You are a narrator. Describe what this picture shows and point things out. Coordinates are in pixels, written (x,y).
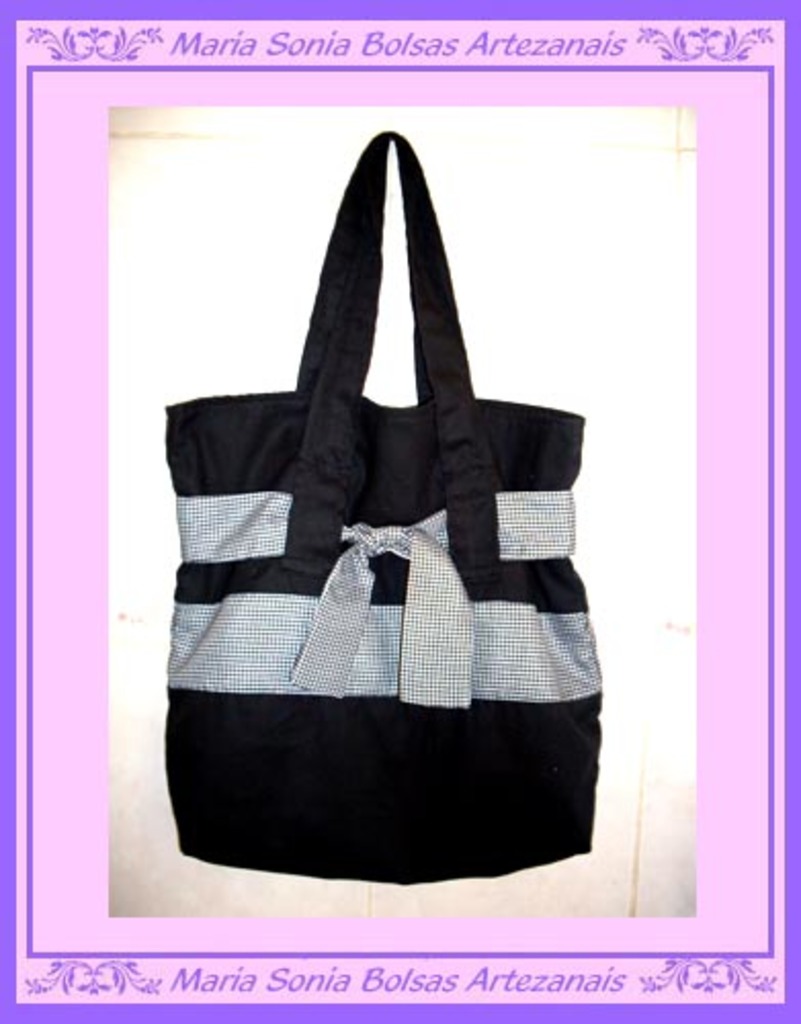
This is the picture of a bag (223,726) in blue and pink outline screen (21,56) and the bag (365,577) is in white and black color.
